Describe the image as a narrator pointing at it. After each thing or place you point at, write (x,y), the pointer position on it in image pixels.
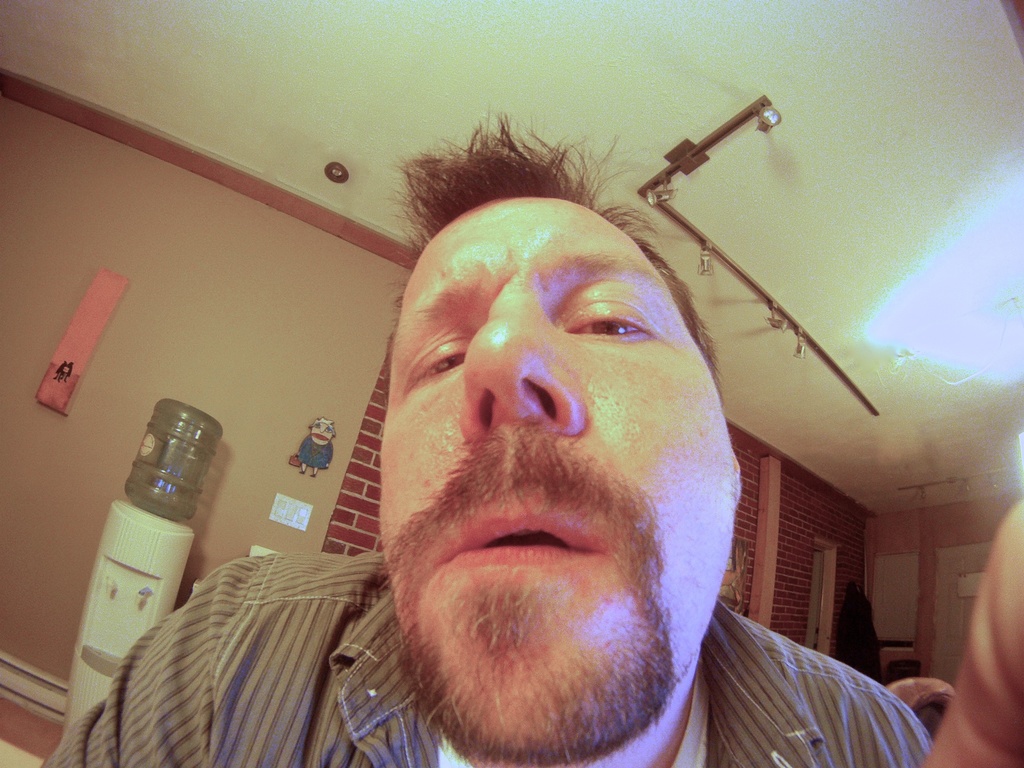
In this picture I can see a man (156,701), there is a water can (139,486) on the water purifier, there are boards (291,517) on the wall (215,485), there are lights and some other objects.
